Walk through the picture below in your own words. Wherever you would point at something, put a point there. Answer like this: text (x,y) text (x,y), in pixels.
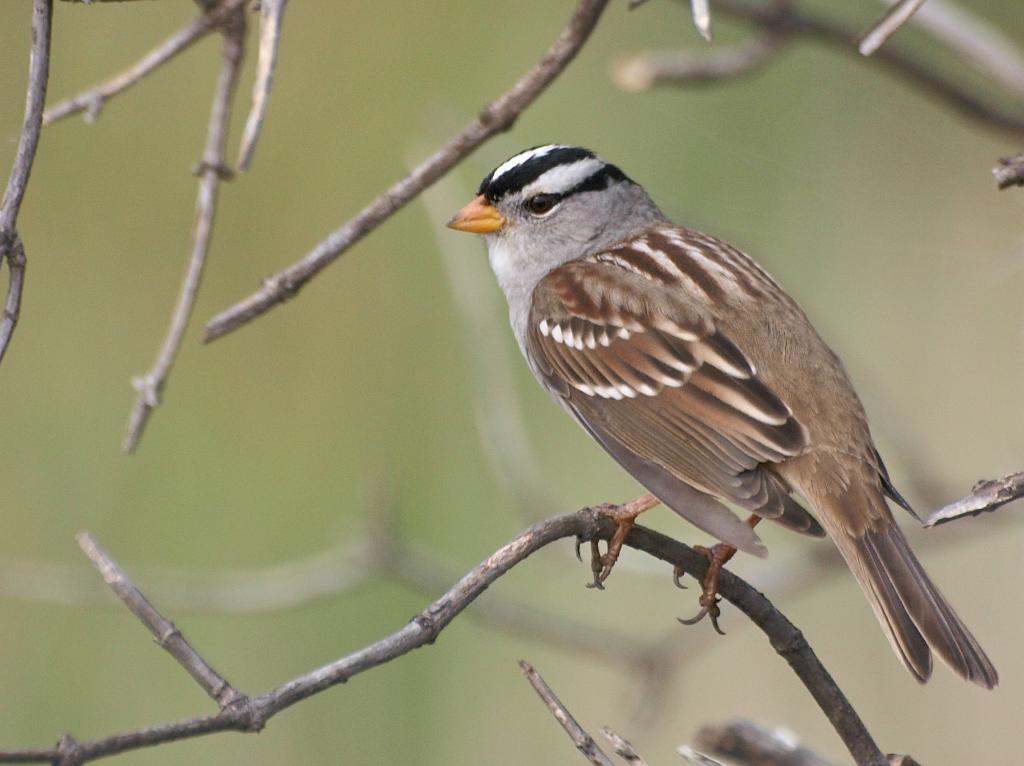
In this picture, I can see a bird (724,539) which is sitting on top of the wood (772,630).
